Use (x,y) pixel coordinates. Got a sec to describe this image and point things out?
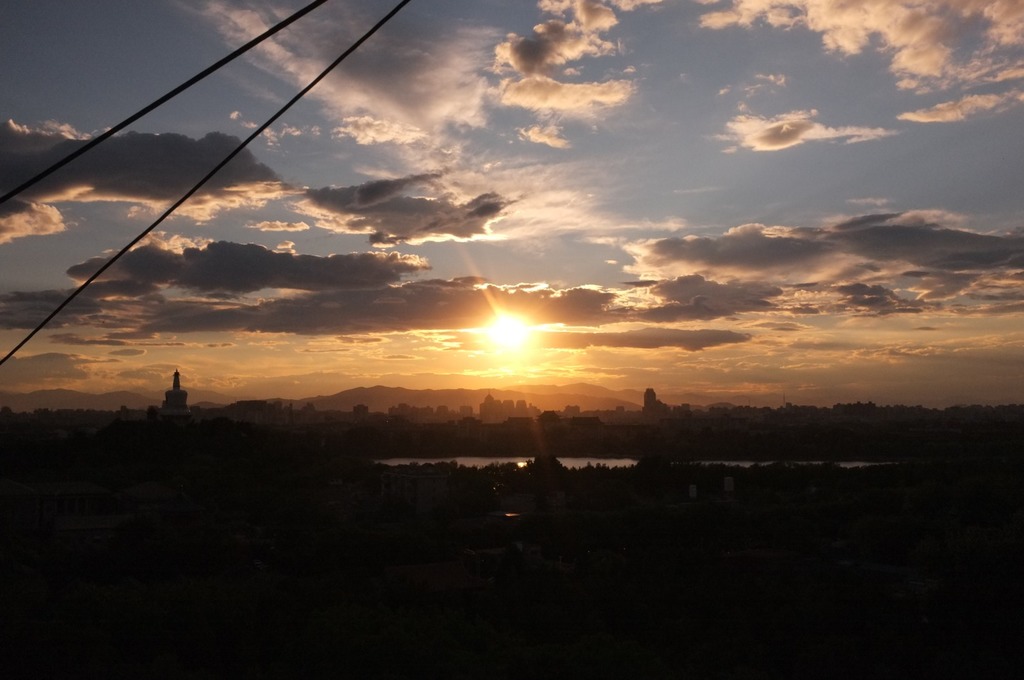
At the bottom (392,558) the image is dark but we can see trees (312,465), water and buildings (171,407). At the top (395,178) we can see sun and clouds (856,303) in the sky (528,237). On the left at the top corner (208,173) we can see two wires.
